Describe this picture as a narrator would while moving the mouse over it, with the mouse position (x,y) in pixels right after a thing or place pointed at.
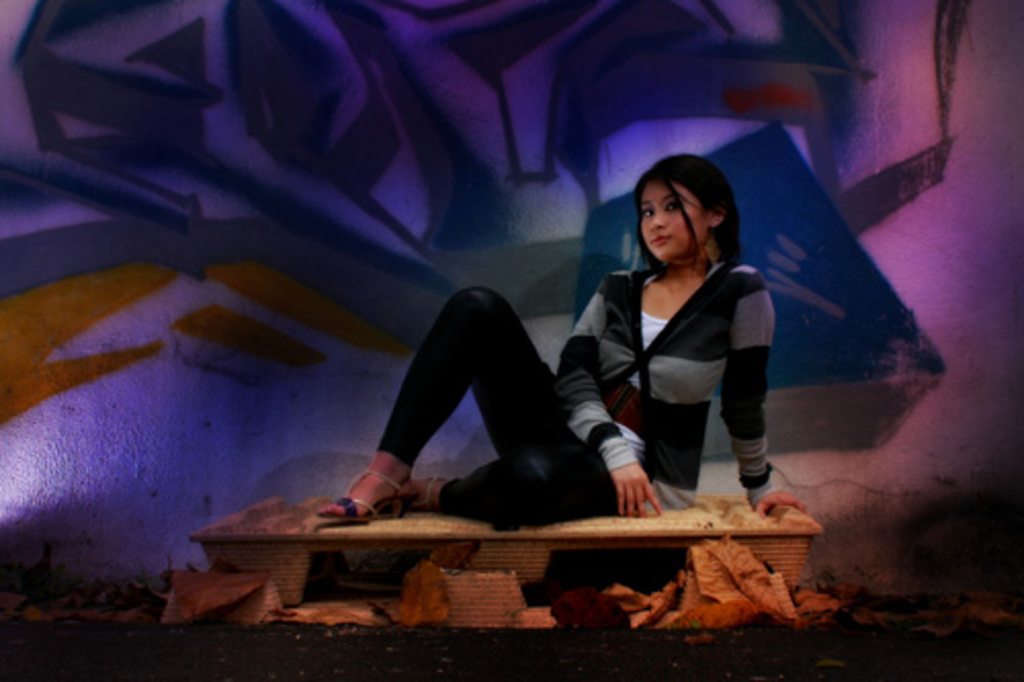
In this picture I can see there is a woman (600,292) sitting here on the table (579,546) and there is a wall (1002,567) in the backdrop (64,362) and there is a painting (210,231) here on the wall (450,227).
